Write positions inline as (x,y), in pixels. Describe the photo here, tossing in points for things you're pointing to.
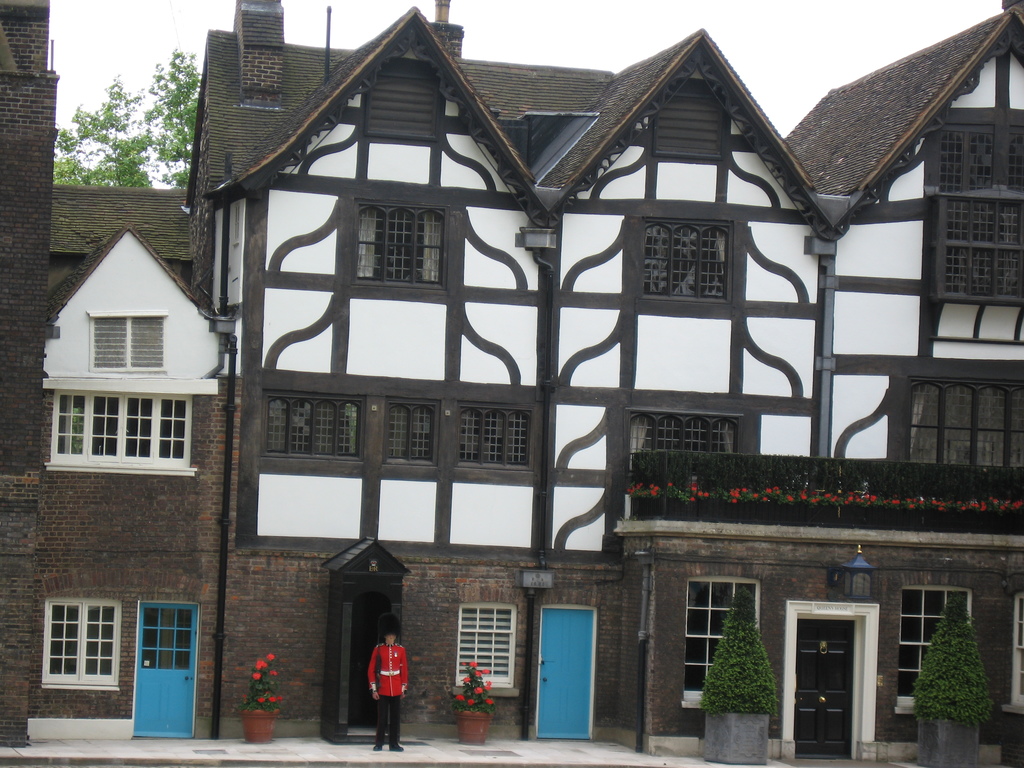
In this image I can see buildings (418,437), flower pots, a tree (135,163) and other objects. In the background (766,39) I can see the sky (533,50).
